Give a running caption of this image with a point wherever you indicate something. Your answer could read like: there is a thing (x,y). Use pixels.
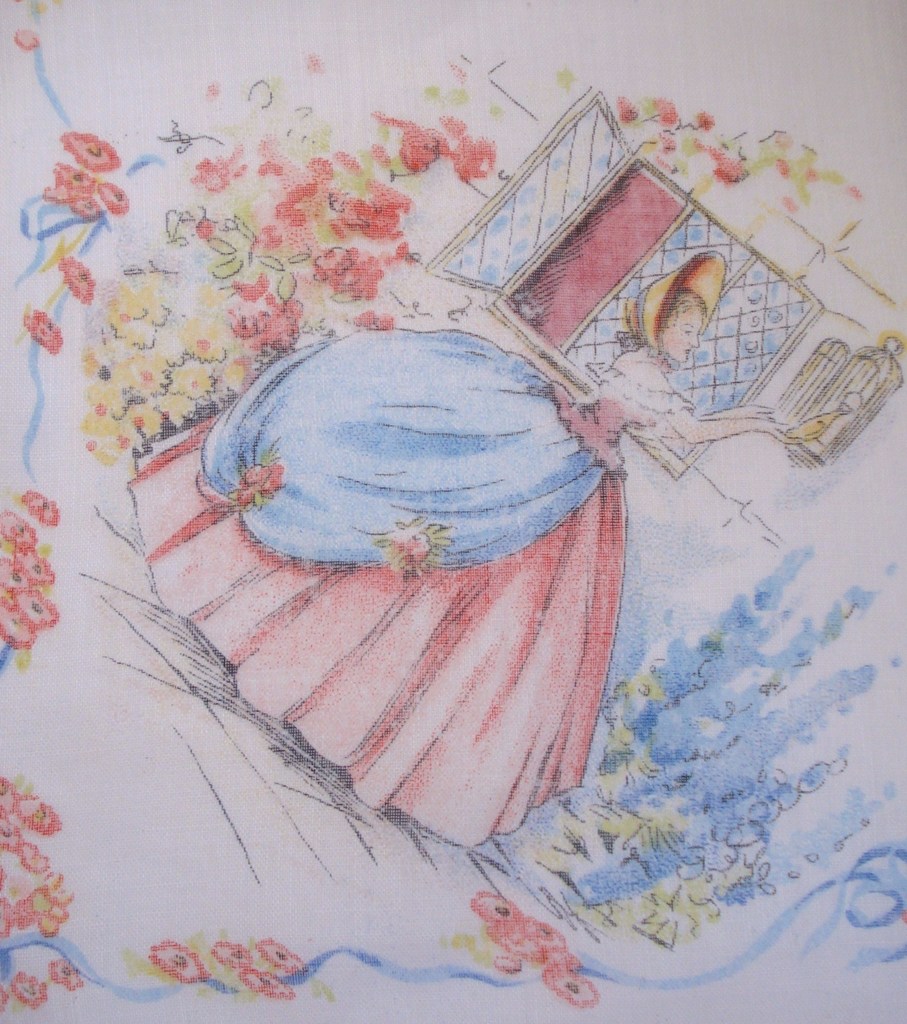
In this image we can see a drawing (362,364) with different colors on the paper (847,802). In this drawing (298,411) there is a person (552,432), window (567,267) and flowers (726,827).
